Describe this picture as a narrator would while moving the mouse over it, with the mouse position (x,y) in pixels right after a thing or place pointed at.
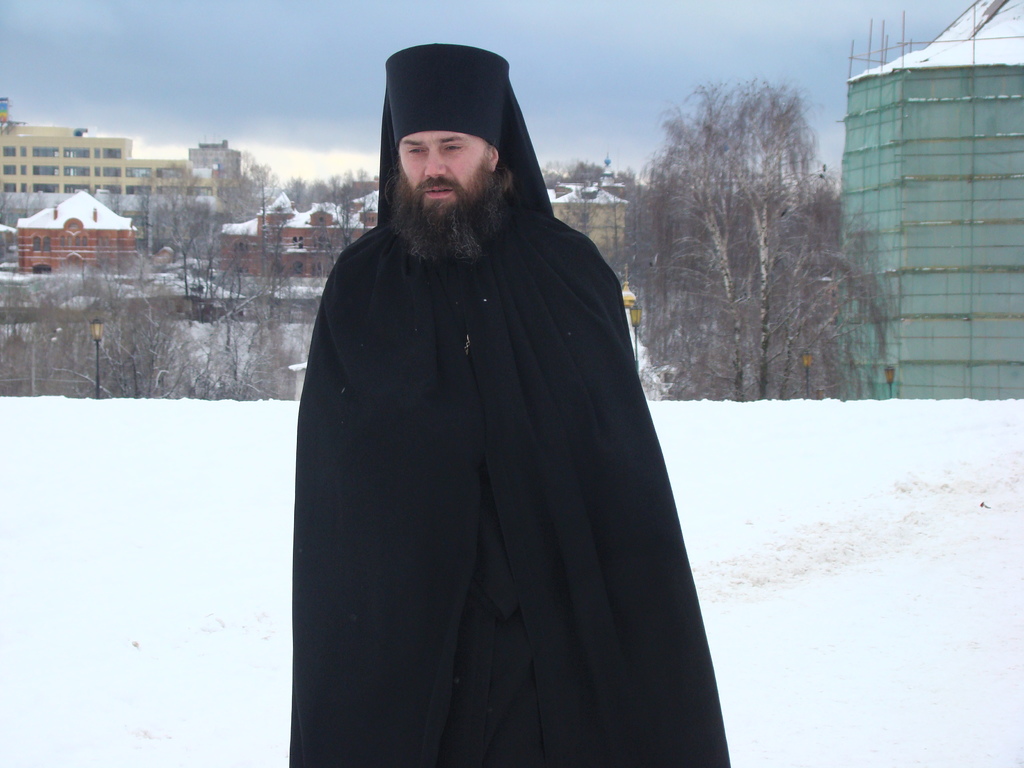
In the center of the image (471,377), we can see a person (450,278) wearing clothes (342,515) and a cap (422,128). In the background (18,177), there are trees (733,270), buildings (206,191), lights (95,333) and there is snow (798,518). At the top (185,57), there is sky (203,60).
